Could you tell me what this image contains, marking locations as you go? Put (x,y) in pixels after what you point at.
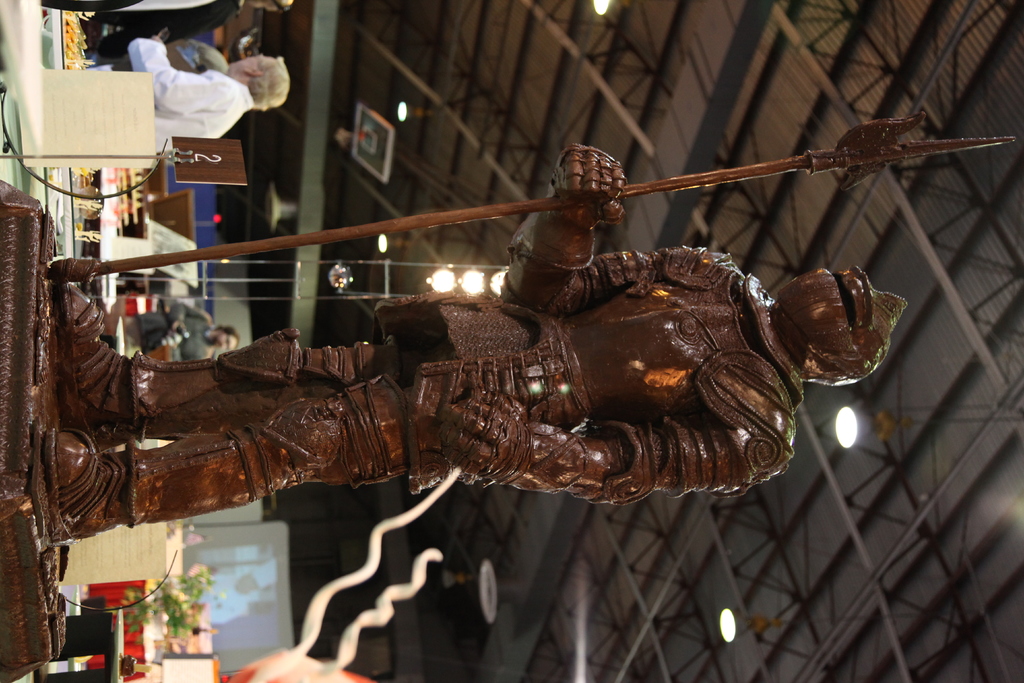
This is a tilted picture. We can see roof (782,190), lights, statue (165,392), people (231,77), projector screen (276,606) and few other objects (193,621).
